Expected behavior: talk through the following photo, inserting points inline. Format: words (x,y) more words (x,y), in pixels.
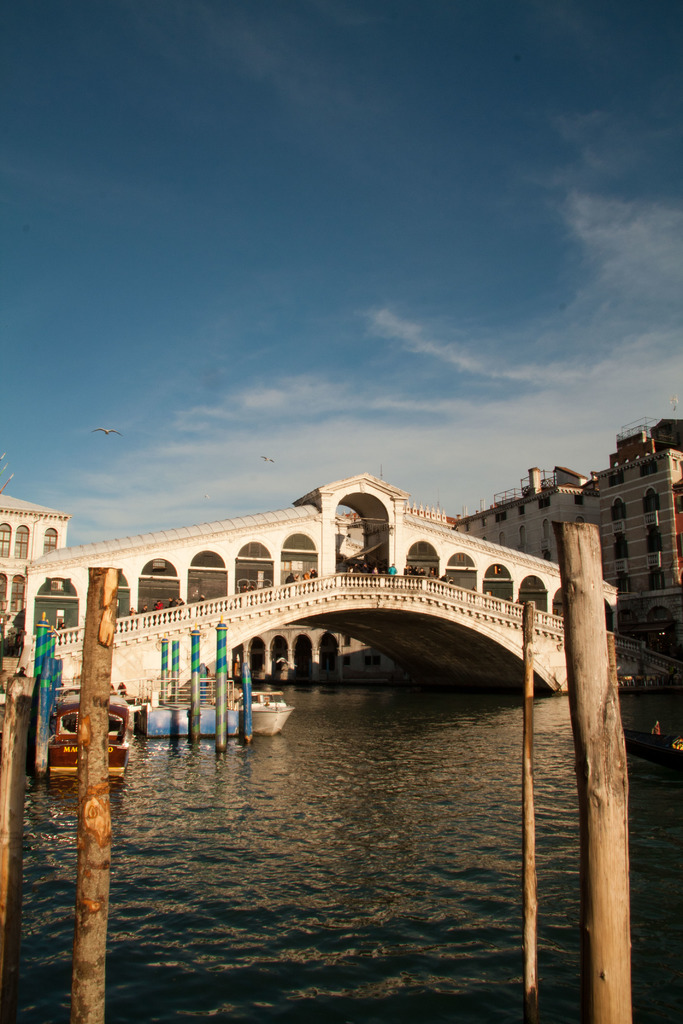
Here in this picture in the front (282,805) we can see water (347,711) present over a place and we can see boats (254,729) present in the water (177,752) and in the middle (247,624) we can see bridge (385,611) in an arch shaped present and we can also see shed (135,582) covered through the bridge (481,555) and behind that we can see buildings (641,497) present in the far and we can see clouds (121,490) in the sky (330,306) and in the front (89,625) we can see wooden poles (101,612) present and we can see a bird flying in the air (98,448).
